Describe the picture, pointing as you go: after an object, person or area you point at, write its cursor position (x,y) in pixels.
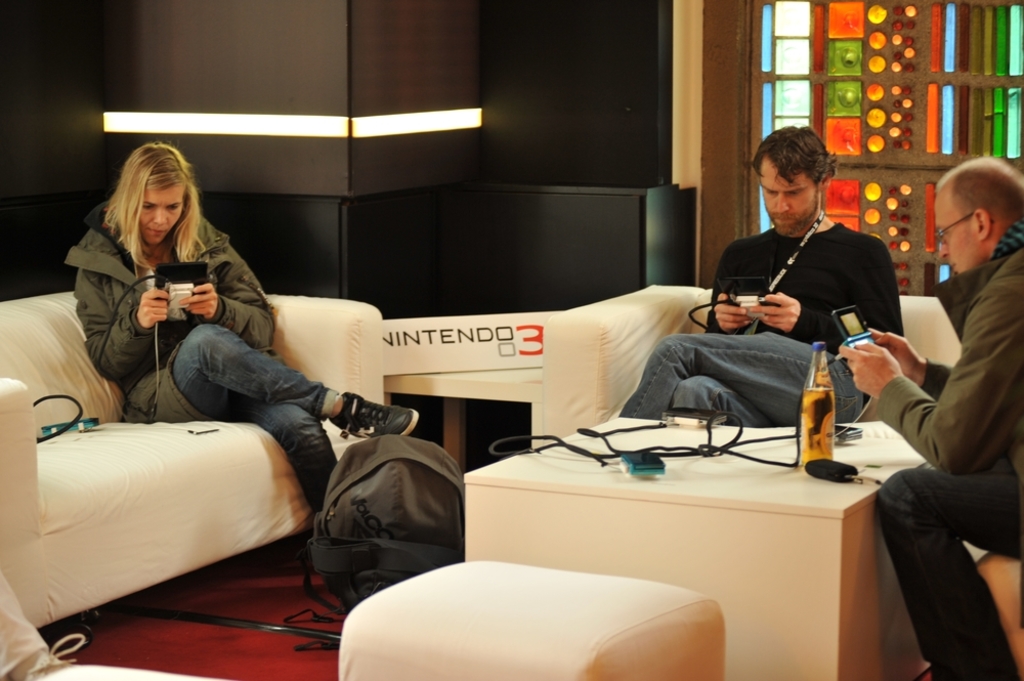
There are three persons (984,187) sitting on sofas (567,369), in front of them we can see a bag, table (524,533), bottle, they are holding some objects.
